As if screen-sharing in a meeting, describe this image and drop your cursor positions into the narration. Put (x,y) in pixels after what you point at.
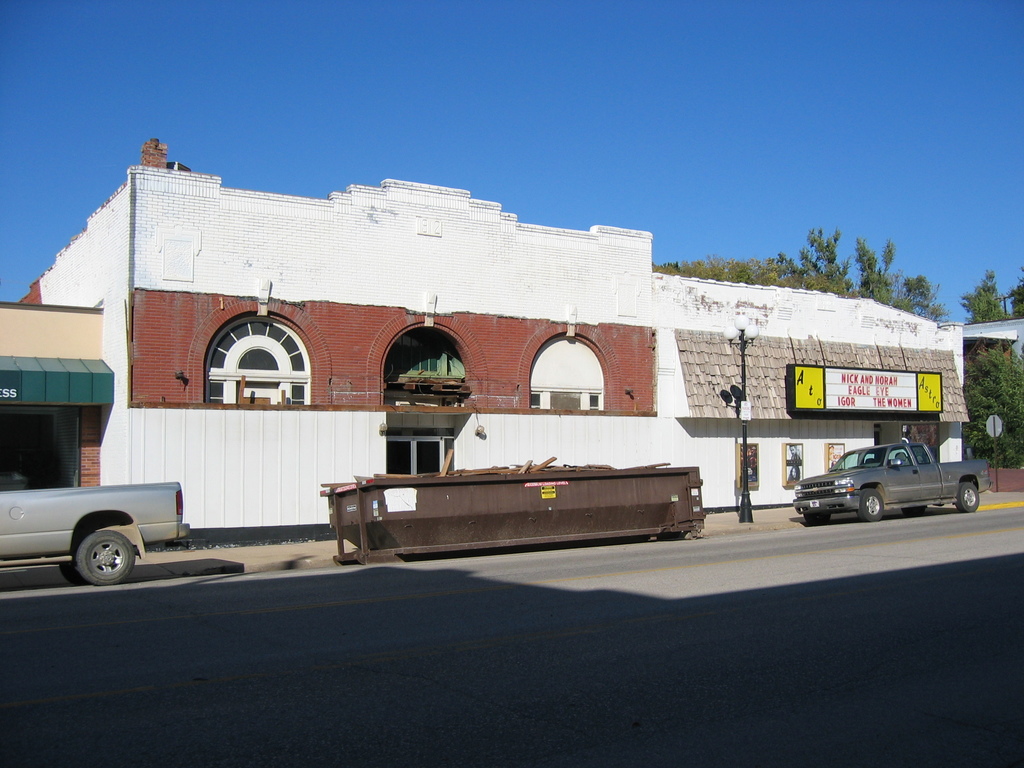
In this picture this is a building (204,197), on the left side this is the car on the right side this is also a car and this is the roadway (945,574).
